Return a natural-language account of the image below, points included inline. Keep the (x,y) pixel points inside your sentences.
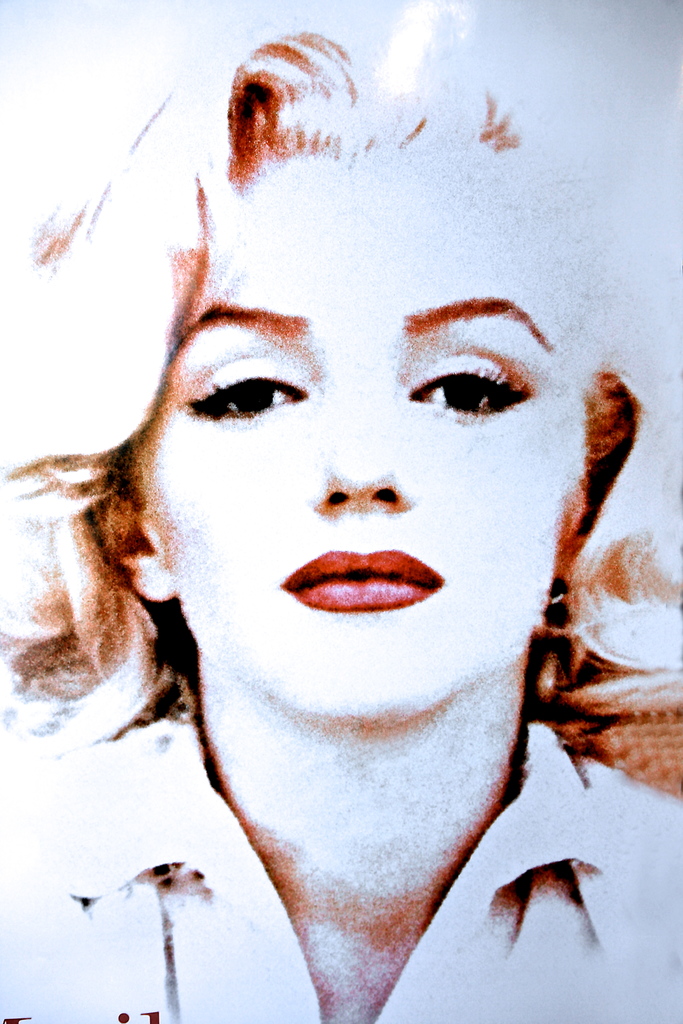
In this image we can see a lady person's face picture (364,657).
